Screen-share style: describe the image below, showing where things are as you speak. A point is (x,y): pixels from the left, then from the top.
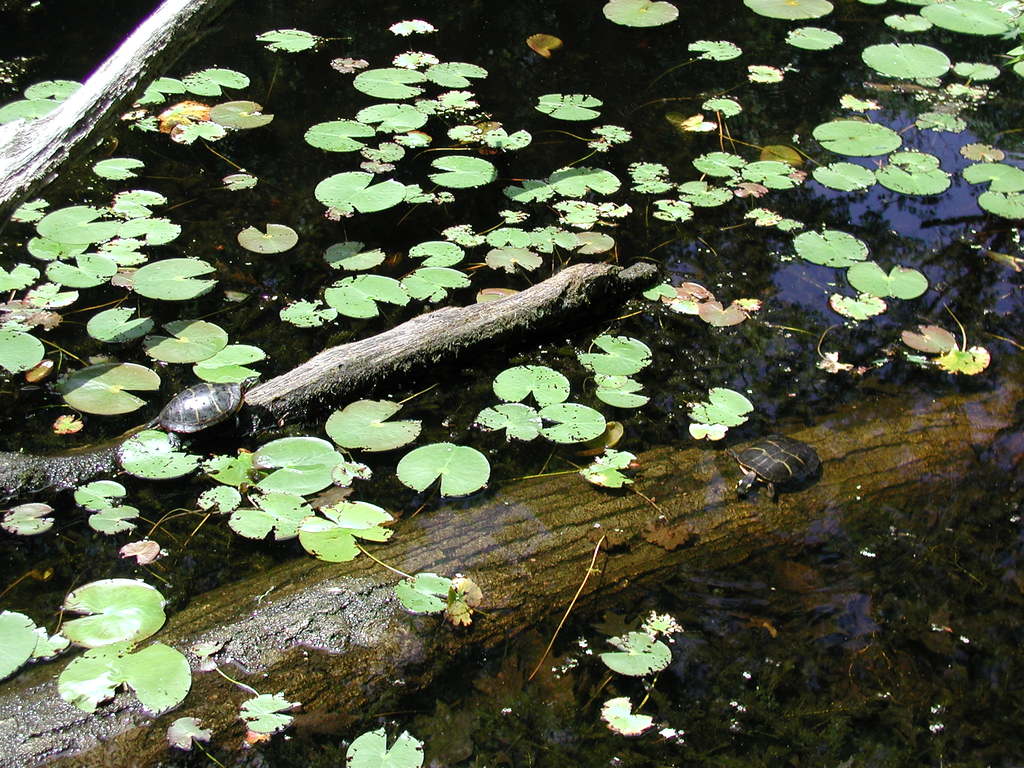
In this image there are two tortoises (793,458) are on the wooden stems (430,535), which are in the water (720,699) and there are some leaves (498,297) on the water (571,454).
